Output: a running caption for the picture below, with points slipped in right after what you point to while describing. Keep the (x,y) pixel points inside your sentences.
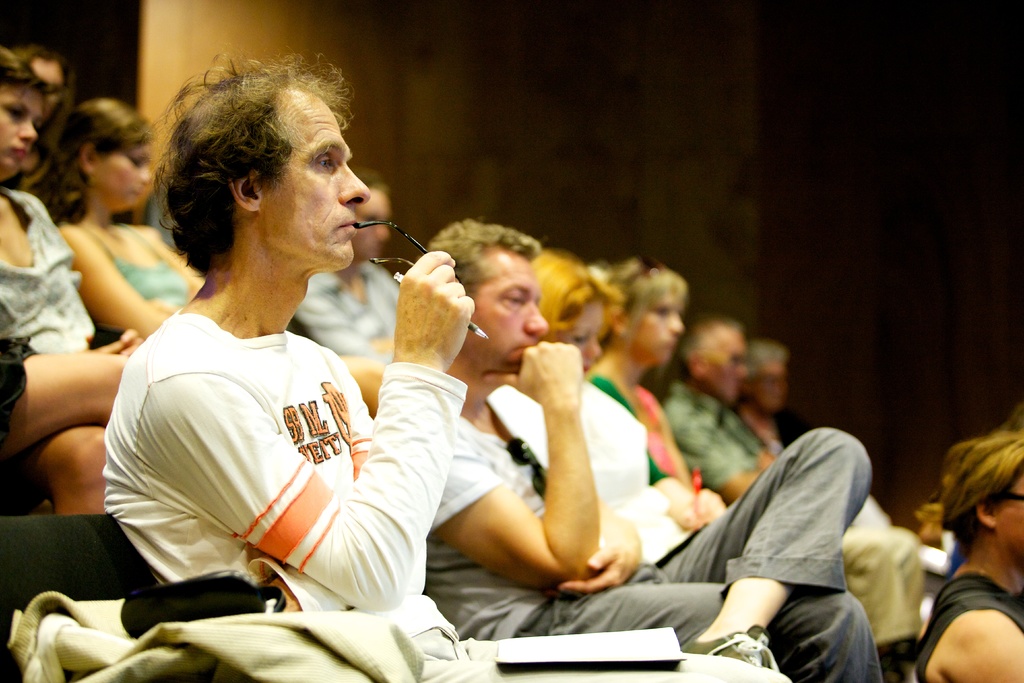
In this image we can see people (343,394) sitting. At the bottom (234,643) there is a book (526,659) and a cloth (239,656). In the background (544,181) there is a wall (603,122).
